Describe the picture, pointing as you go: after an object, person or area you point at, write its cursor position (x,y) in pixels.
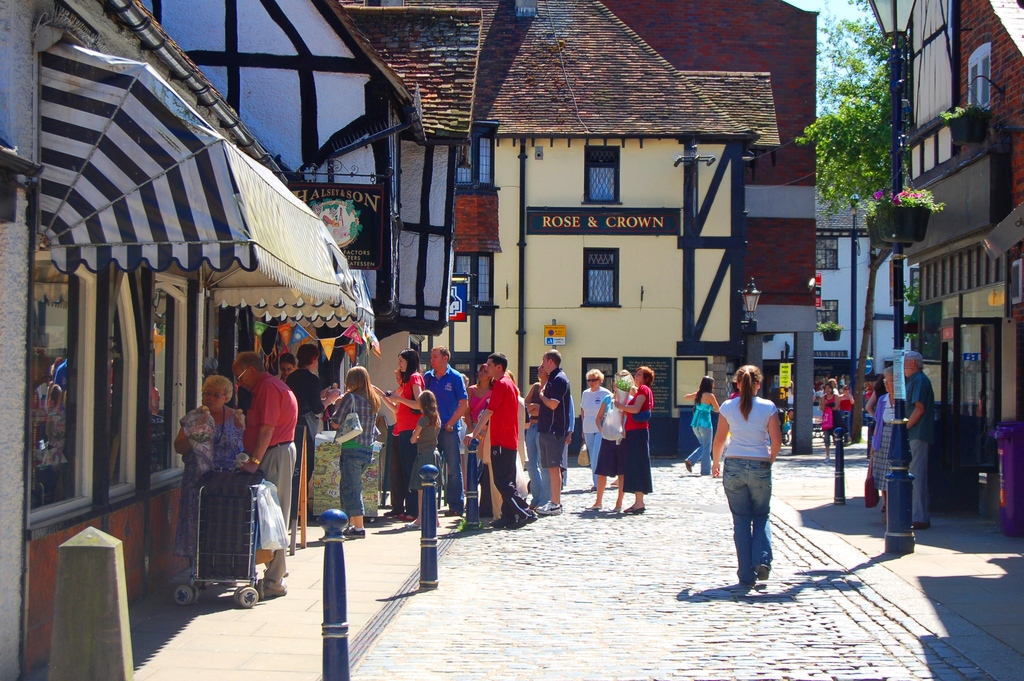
This picture is clicked outside the city. At the bottom (615,596), we see the road (615,596). On either side of the road (386,679), we see the poles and the buildings (944,485). On the left side (305,384), we see the people (396,468) are standing. Beside them, we see a trolley cart (237,572). On the right side (925,440), we see a man (909,358) and the women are standing on the footpath (986,534). Behind them, we see a purple color garbage bin (1022,501). We see the flower pots (924,217). There are buildings (572,277), trees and the flower pots (911,210) in the background (866,267).
